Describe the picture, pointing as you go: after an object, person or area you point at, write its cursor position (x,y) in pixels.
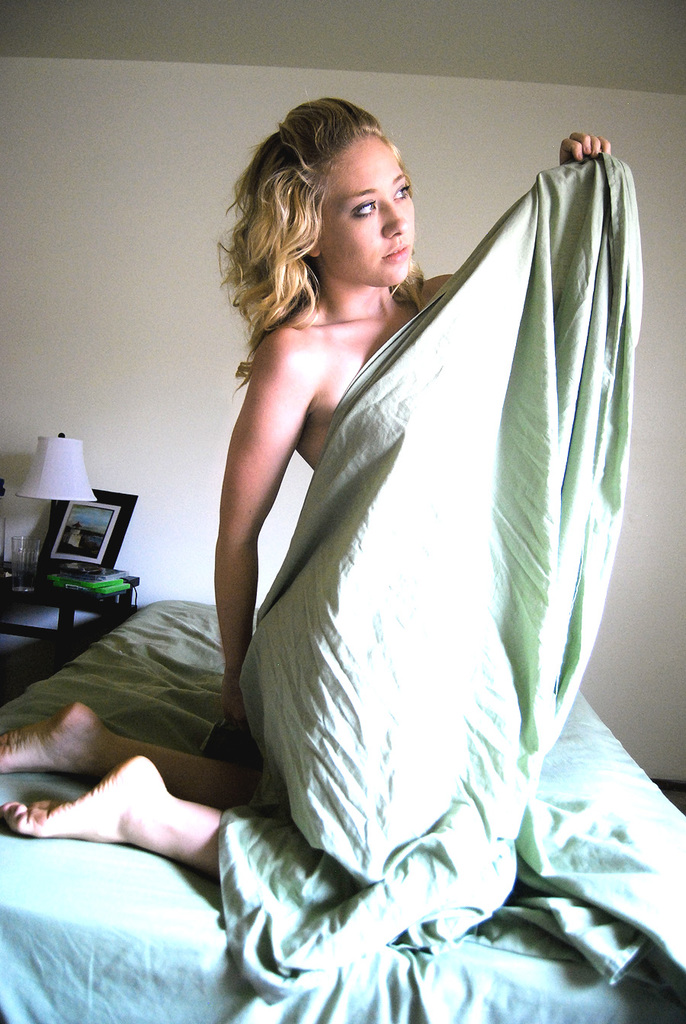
In this image I can see a woman (180,818) and a cloth (528,610). In the background (146,614) I can see a bed (146,610), a photo frame (93,535) and a lamp (40,457).
